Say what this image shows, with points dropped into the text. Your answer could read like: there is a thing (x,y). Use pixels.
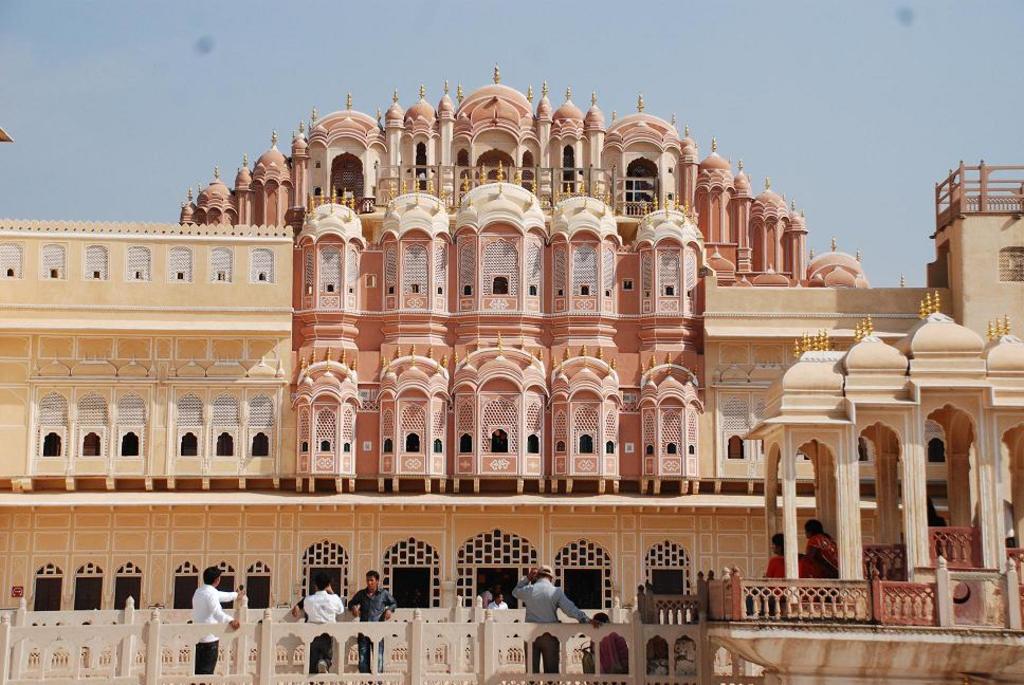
This is an outside view. Here I can see the building (374,447). In front of this building (439,574) there are few people (519,589) standing and few are sitting. On the top of the image (769,49) I can see the sky (832,37).
